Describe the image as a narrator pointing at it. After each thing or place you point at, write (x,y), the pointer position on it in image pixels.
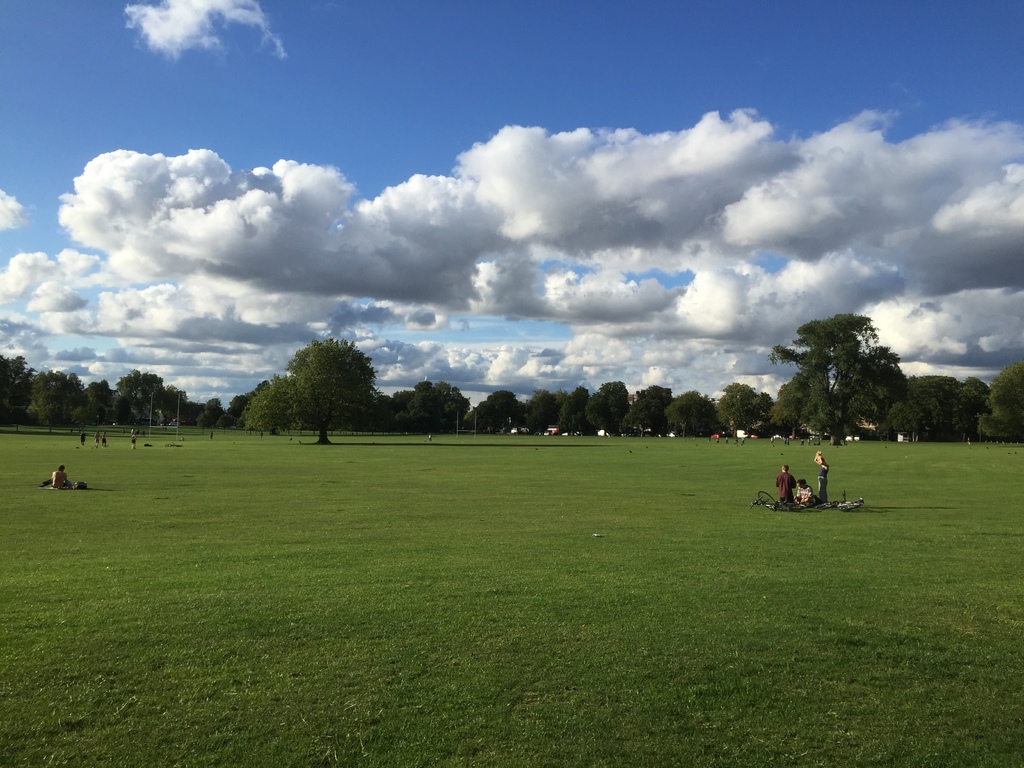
In this image we can see two persons (800,498) sitting on the ground (817,522), one person (788,483) in kneeling position, few people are walking, some people (820,456) are standing, some objects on the ground (227,475), some trees (335,394) in the background (911,403), some grass (462,647) on the ground (694,524), some objects (174,426) in the background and at the top (514,242) there is the cloudy sky (585,241).
